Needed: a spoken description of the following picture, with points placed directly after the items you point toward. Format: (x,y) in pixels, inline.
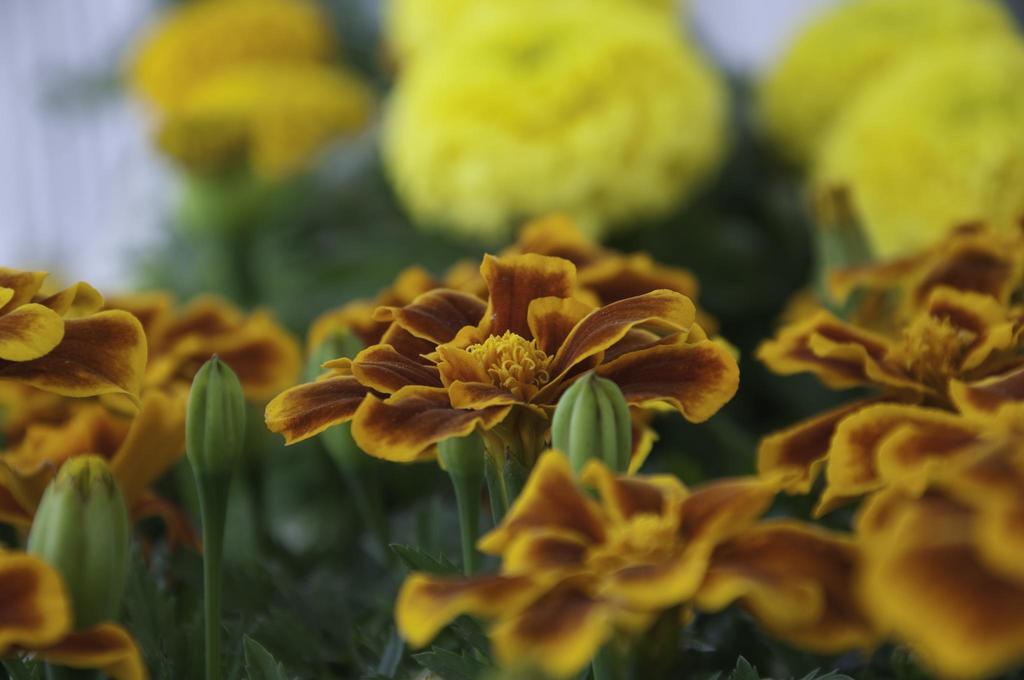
There are flowers (608,570) and buds (221,392) and the background (397,8) is blurred.
